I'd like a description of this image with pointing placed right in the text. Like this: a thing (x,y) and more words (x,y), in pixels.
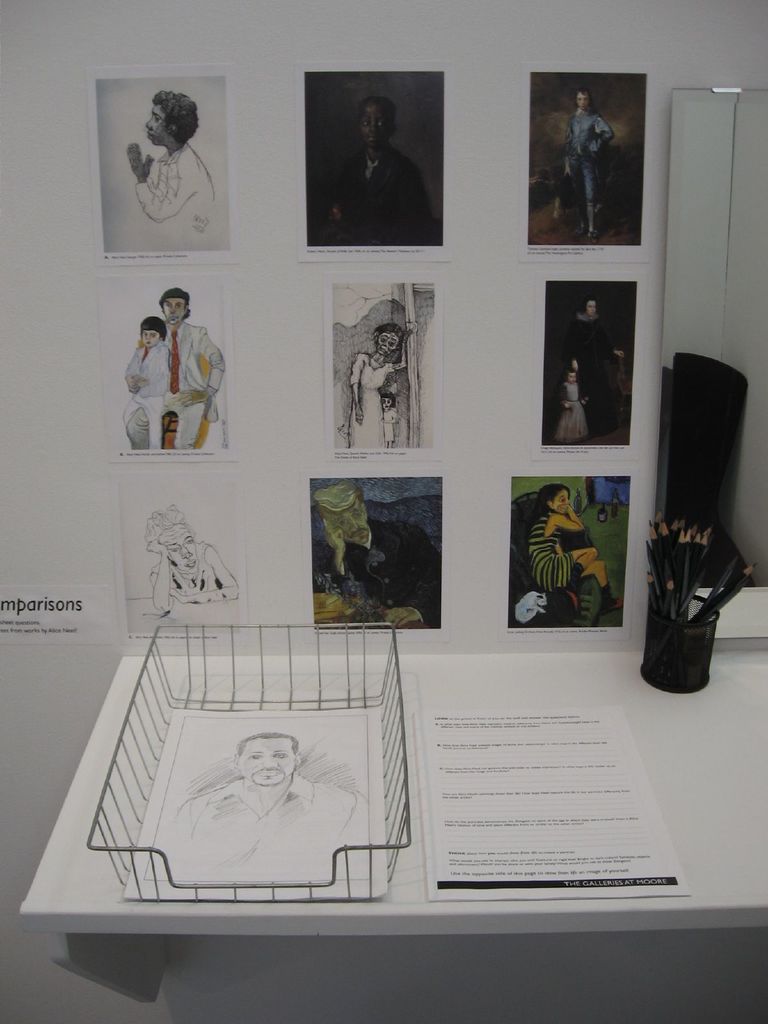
In this image I can see the white color surface (690,851). On the surface (279,920) I can see the grilled basket (163,796) and some papers (241,789) in it. To the side I can see few more papers (550,806) and the pencils (671,594) in the cup (676,660). In the background (370,423) I can see some papers (221,520) to the wall (43,344).
